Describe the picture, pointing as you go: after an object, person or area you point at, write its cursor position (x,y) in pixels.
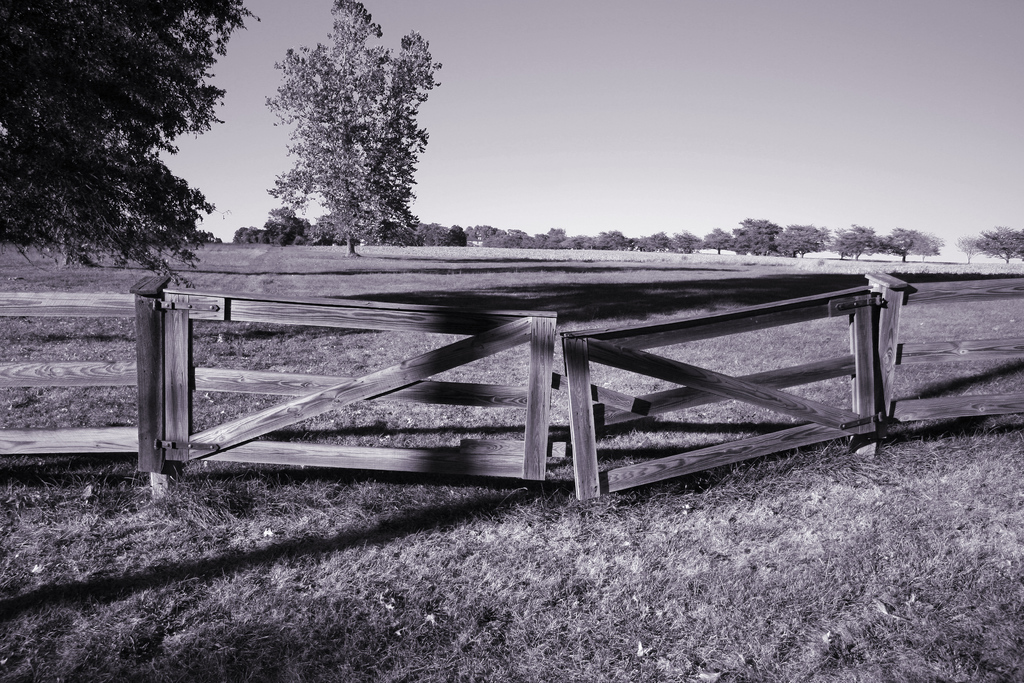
This picture is clicked outside. In the center (391,451) we can see the wooden fence (538,369) and the grass (820,542). In the background (558,100) we can see the sky (613,186) and the trees (352,185).
